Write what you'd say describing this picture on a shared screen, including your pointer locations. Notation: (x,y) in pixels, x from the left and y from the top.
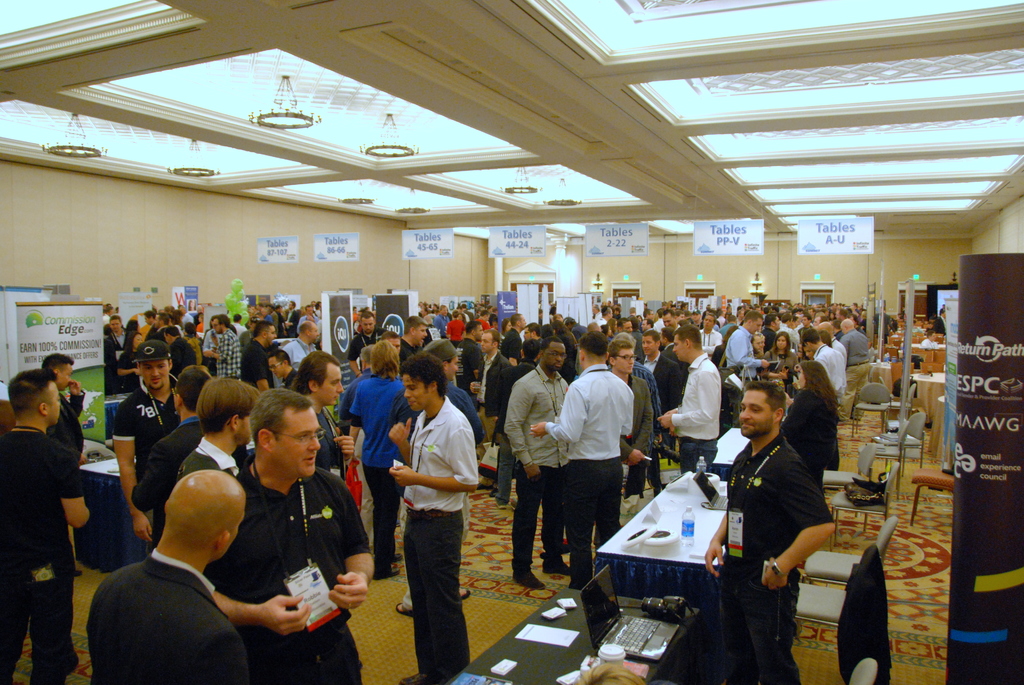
In this image there is floor (510,606) at the bottom (485,627). There are lights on the roof (531,170) at the top (432,132). We can see people (548,475), there are tables (663,661) with laptops (663,627) and objects (476,684) on it, there are chairs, there are posters (379,319), there are boards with text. There is a wall (821,258) and there are windows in the background (705,271).
